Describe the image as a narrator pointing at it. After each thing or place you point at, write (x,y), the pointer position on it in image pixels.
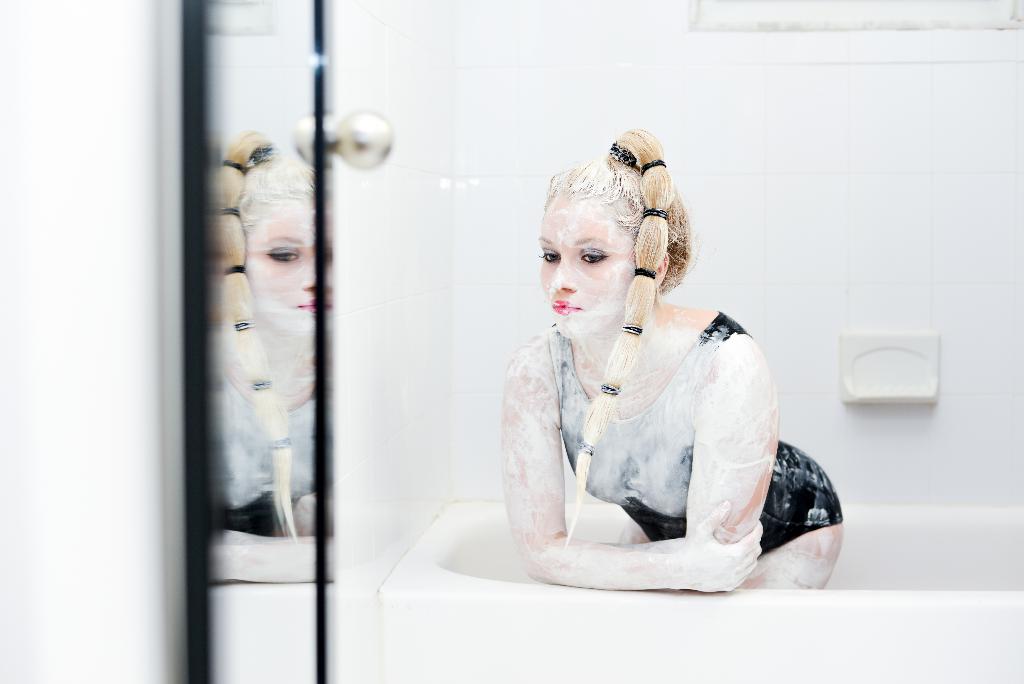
In this picture, we see a woman (627,295) is in the bathtub (607,615). She is posing for the photo. I think she is taking the bath. On the left side (277,25), we see a mirror (270,394). In the background (551,145), we see a wall (779,163) which is made up of white color tiles (481,190). This picture is clicked in the washroom (405,215).
